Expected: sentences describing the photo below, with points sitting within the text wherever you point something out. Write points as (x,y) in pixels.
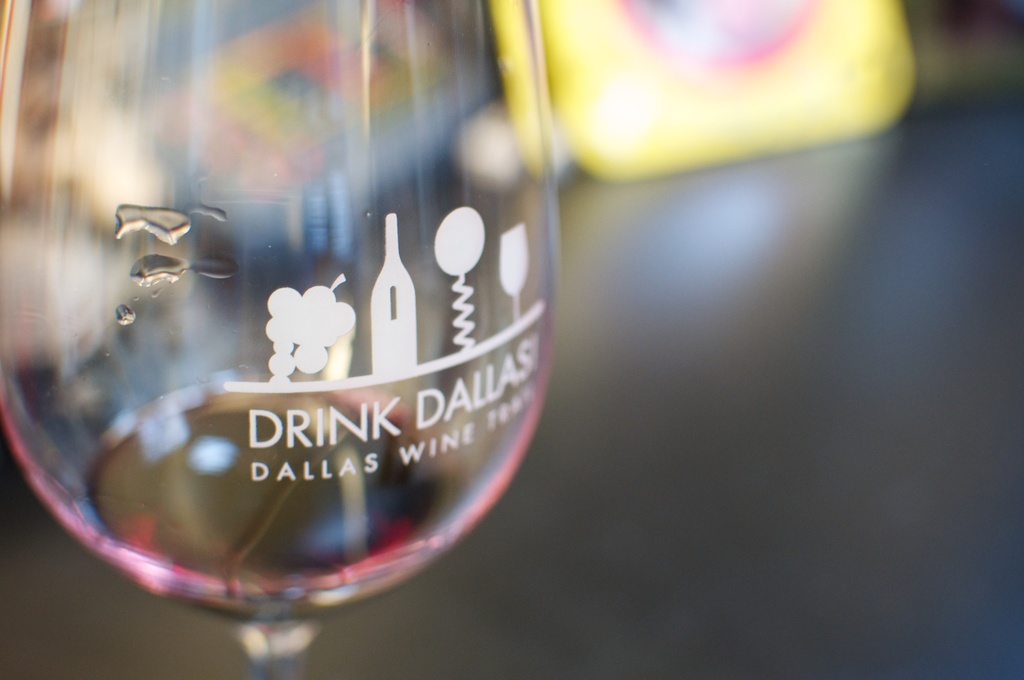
On the left of this picture (129,33) we can see a glass (99,400) containing some portion of drink (228,530) and we can see the text (386,403) and some pictures (377,330) on the glass (392,317). The background of the image (807,215) is blurry and we can see some objects (878,119) in the background (870,93).
